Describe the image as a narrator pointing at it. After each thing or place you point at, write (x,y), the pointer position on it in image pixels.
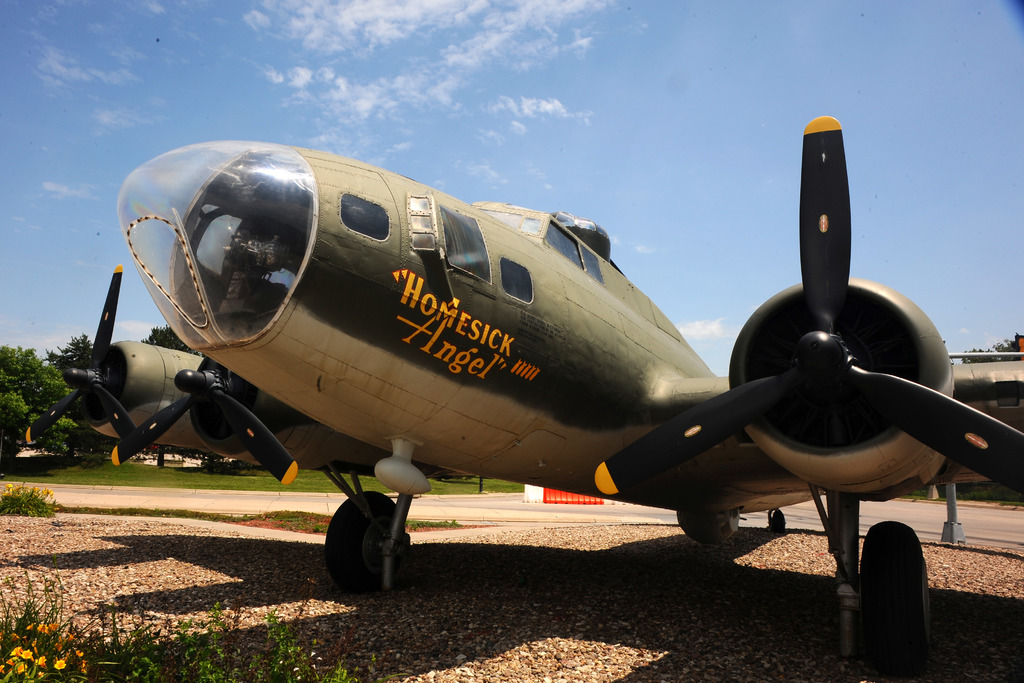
In this image I can see an aircraft (494,205) which is in green and white color, at left (44,382) I can see trees (28,383) in green color, at top (173,83) sky (175,76) is in white and blue color.
